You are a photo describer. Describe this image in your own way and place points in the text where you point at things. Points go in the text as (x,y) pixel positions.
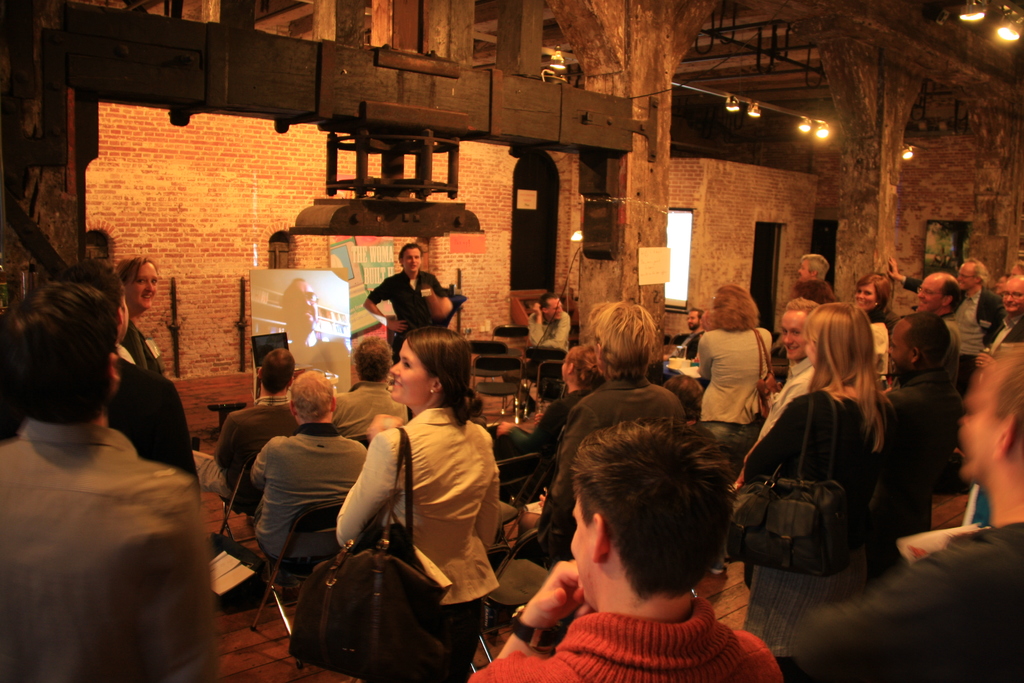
This image consists of a woman (424,335) carrying a handbag (381,625) and at the right side of the woman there are some group of people (993,450) standing and at the back ground (408,331) there are some chairs (506,463), a man (378,298) standing and talking, a small screen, and 2 speakers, hoarding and some lights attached to the poles (985,134).
